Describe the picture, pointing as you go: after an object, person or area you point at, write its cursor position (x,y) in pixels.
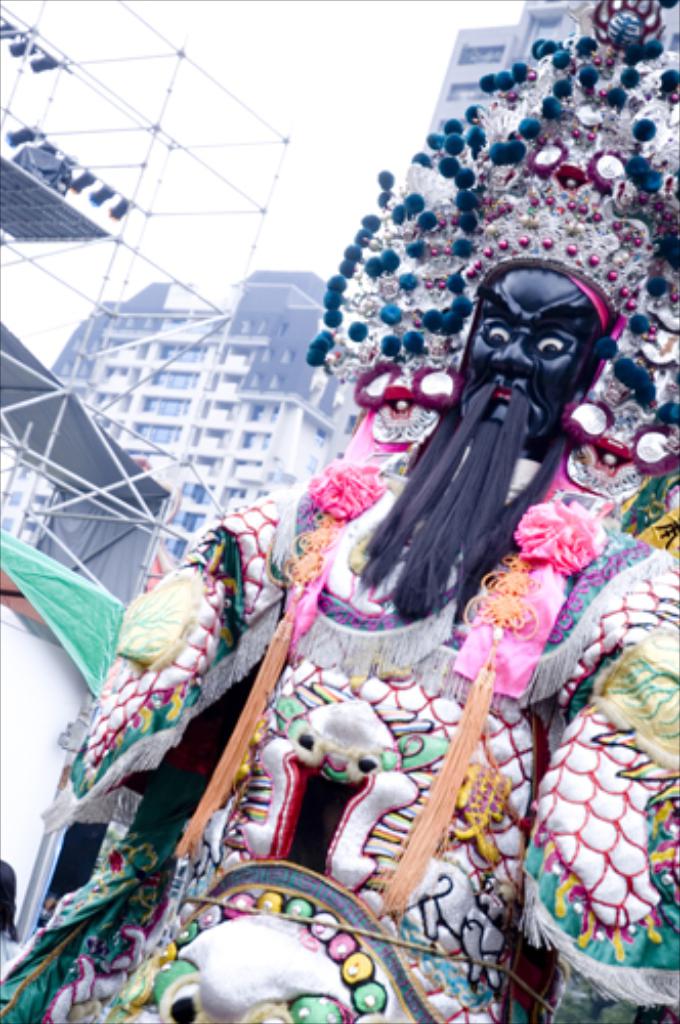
In front of the picture, we see the idol (441,413) which looks like an idol (414,773) of a bearded Chinese god (429,808). Behind that, there are buildings (232,378). At the top of the picture (253,153), we see the sky (101,281).
